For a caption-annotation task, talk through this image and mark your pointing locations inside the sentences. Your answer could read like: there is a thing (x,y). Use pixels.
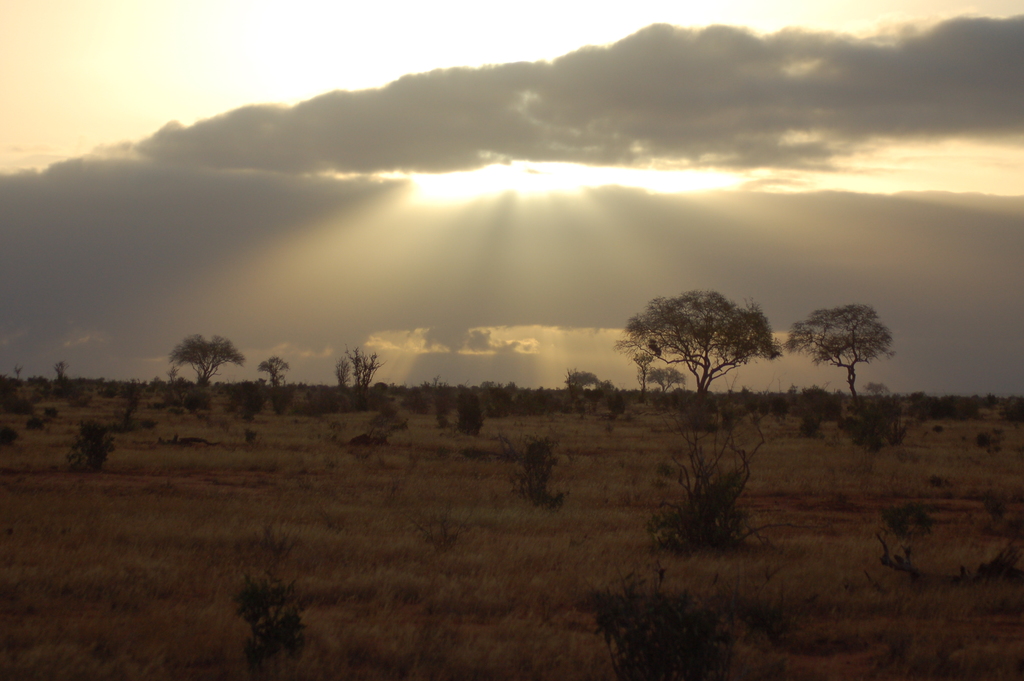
As we can see in the image there is dry grass (367,475) and trees (723,535). At the top (529,46) there is sky (529,46) and there are clouds (479,138).
